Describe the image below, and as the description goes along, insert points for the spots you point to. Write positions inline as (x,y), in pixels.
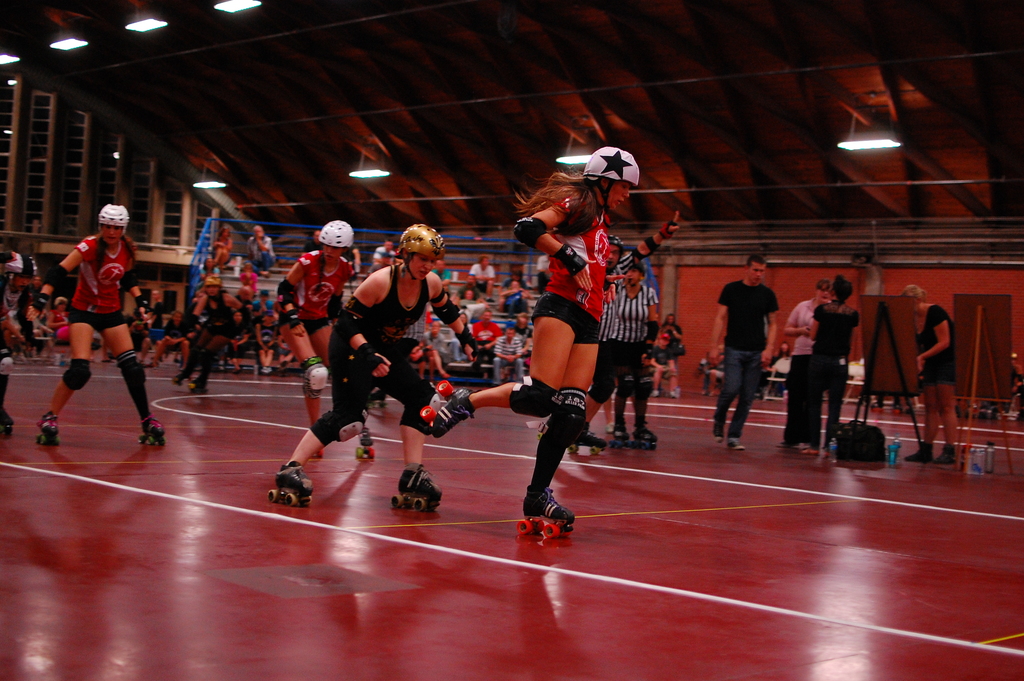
In this image there are a group of persons (550,308) skating, there is a floor (433,544) towards the bottom of the image (439,567), there is a man (730,438) walking, there are persons (831,346) standing, there are boards (891,317), there are objects (880,441) on the floor (937,480), there are a group of audience (250,279) sitting, there is a roof (596,63) towards the top of the image (654,67), there are lights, there is a wall (975,280) towards the right of the image (954,277).
